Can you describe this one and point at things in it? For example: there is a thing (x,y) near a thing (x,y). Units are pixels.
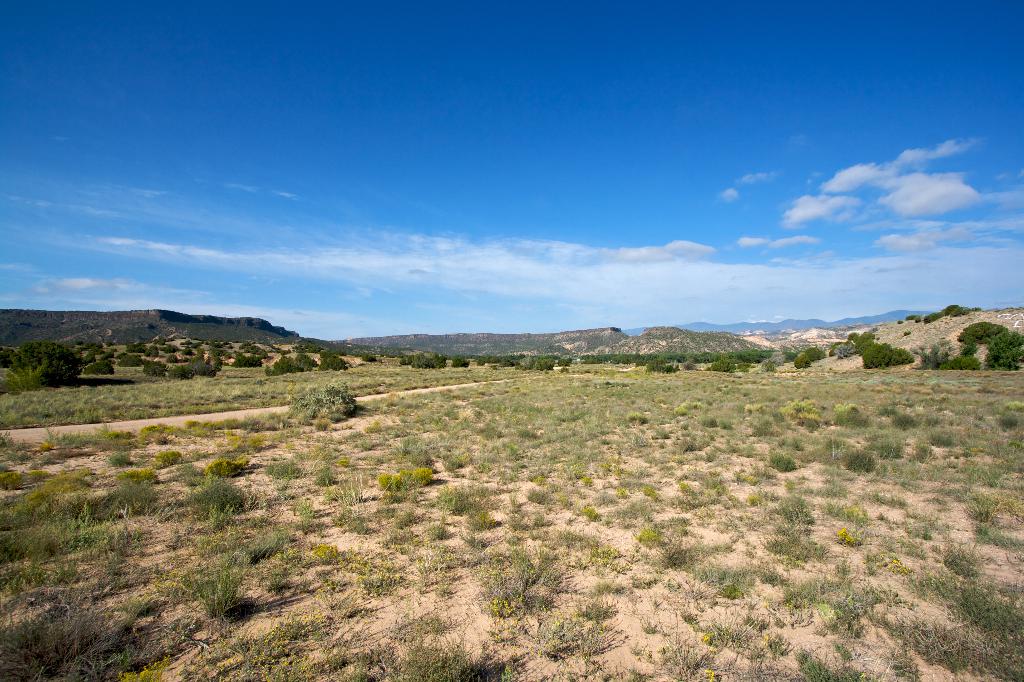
In this image we can see grass (392,503) and plants (473,511) on the ground (711,624). In the background (543,287) we can see mountains (784,342) and clouds (423,262) in the sky (840,280).
